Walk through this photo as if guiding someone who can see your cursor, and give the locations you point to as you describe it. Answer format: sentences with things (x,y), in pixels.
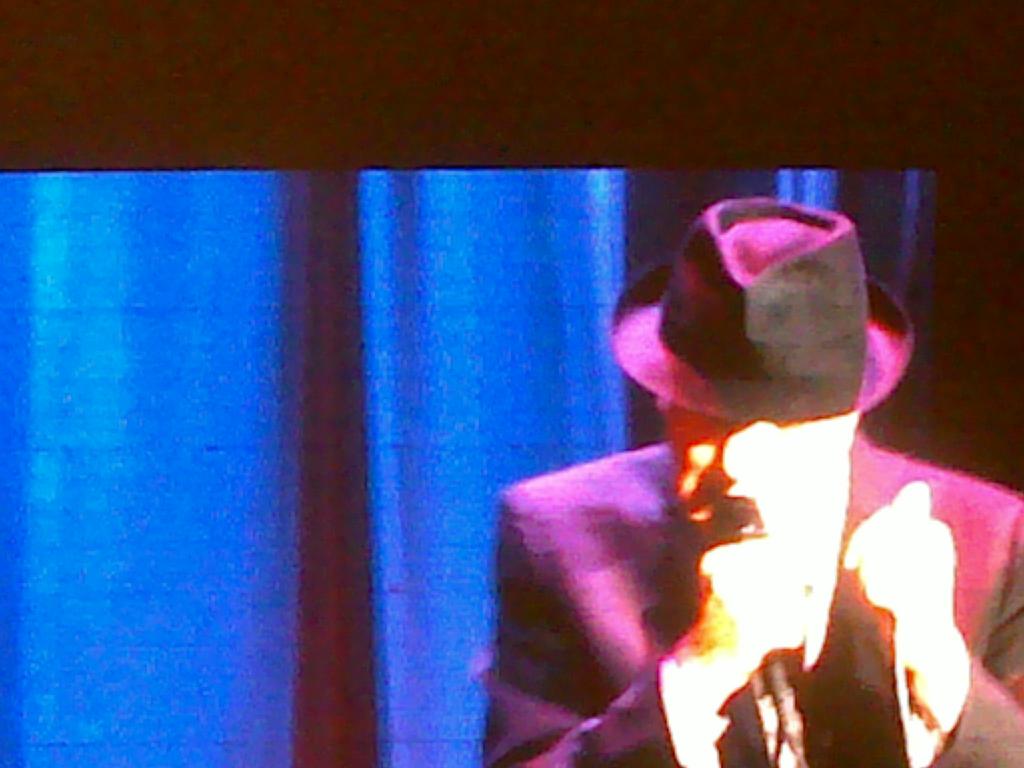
In this image we can see a screen (665,410) on which we can see a person (839,447) wearing cap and holding a microphone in his hand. In the background (421,465), we can see curtains (447,443).
